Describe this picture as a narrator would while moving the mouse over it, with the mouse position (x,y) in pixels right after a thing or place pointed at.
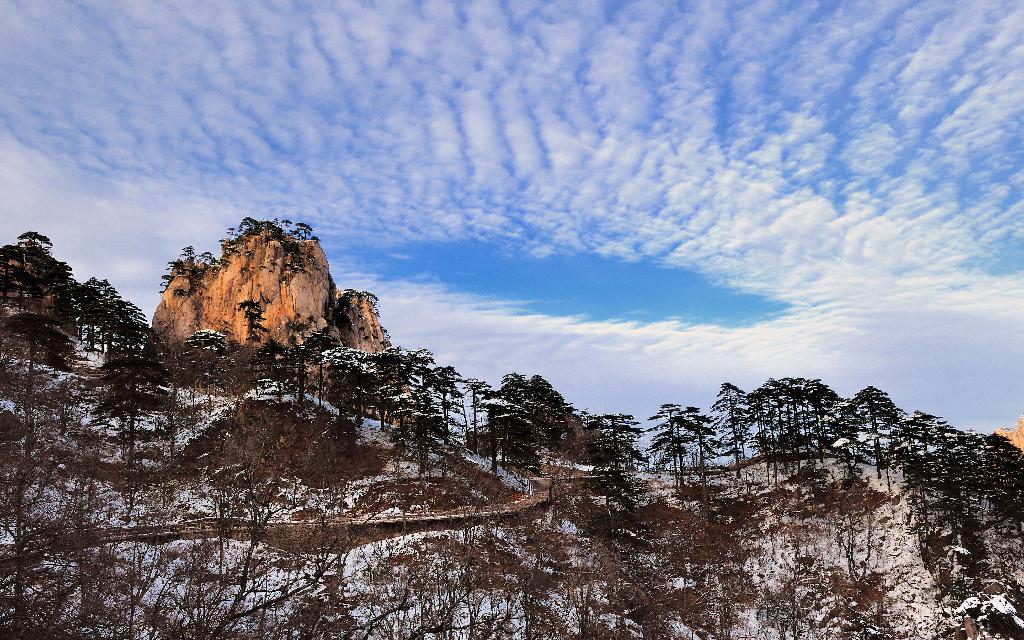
In this picture we can observe some trees (242,379) on the hill (335,428). There is a road (470,515). In the background (833,257) we can observe a sky (564,217) with some clouds (543,217).
